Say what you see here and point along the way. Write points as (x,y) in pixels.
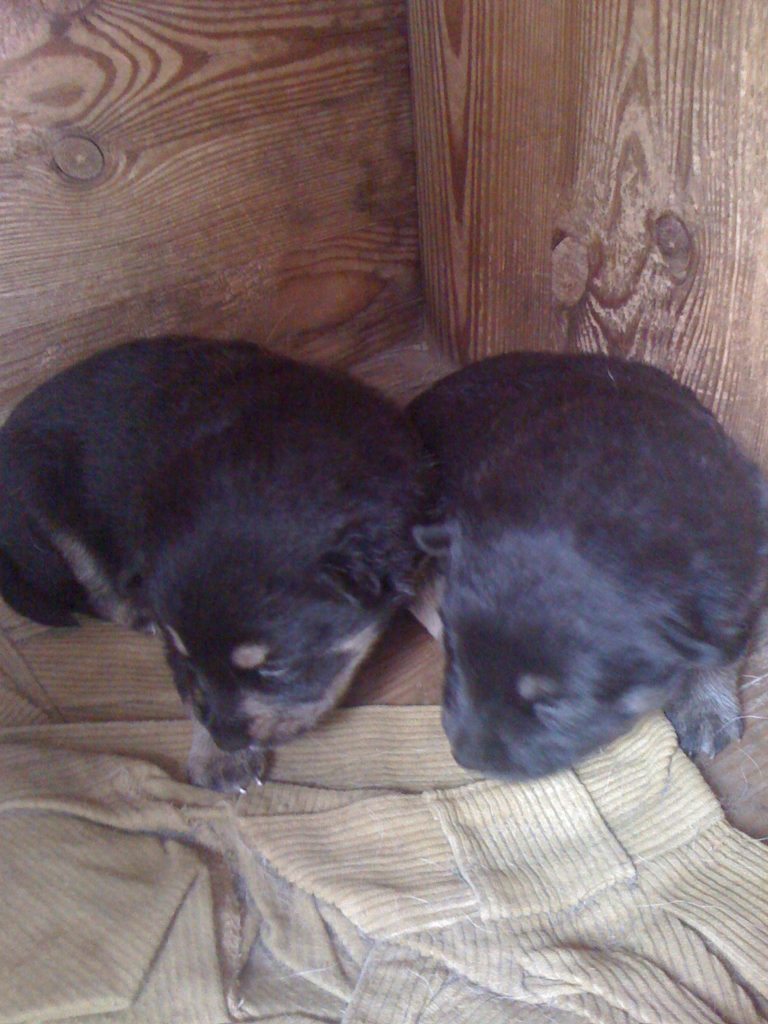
In this picture we can see two animals (216,656) and a cloth (410,859) on the wooden surface (761,703). In the background (191,299) we can see the walls (373,218).
